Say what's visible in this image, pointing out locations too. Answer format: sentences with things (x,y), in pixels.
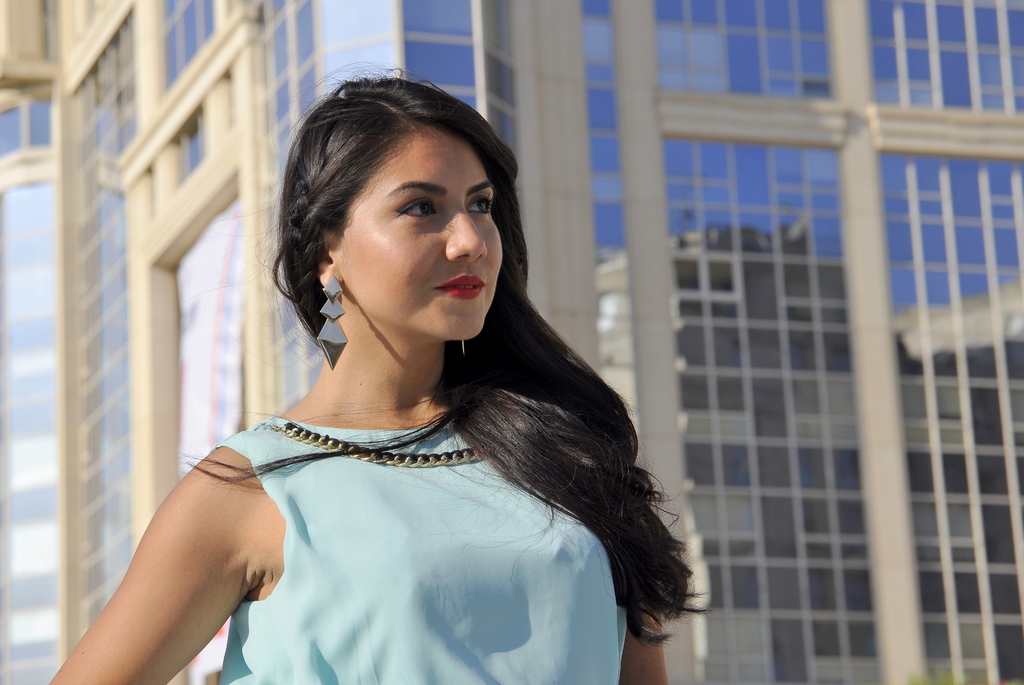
In this picture there is a woman (399,359). In the background of the image (233,169) we can see building (587,156).
